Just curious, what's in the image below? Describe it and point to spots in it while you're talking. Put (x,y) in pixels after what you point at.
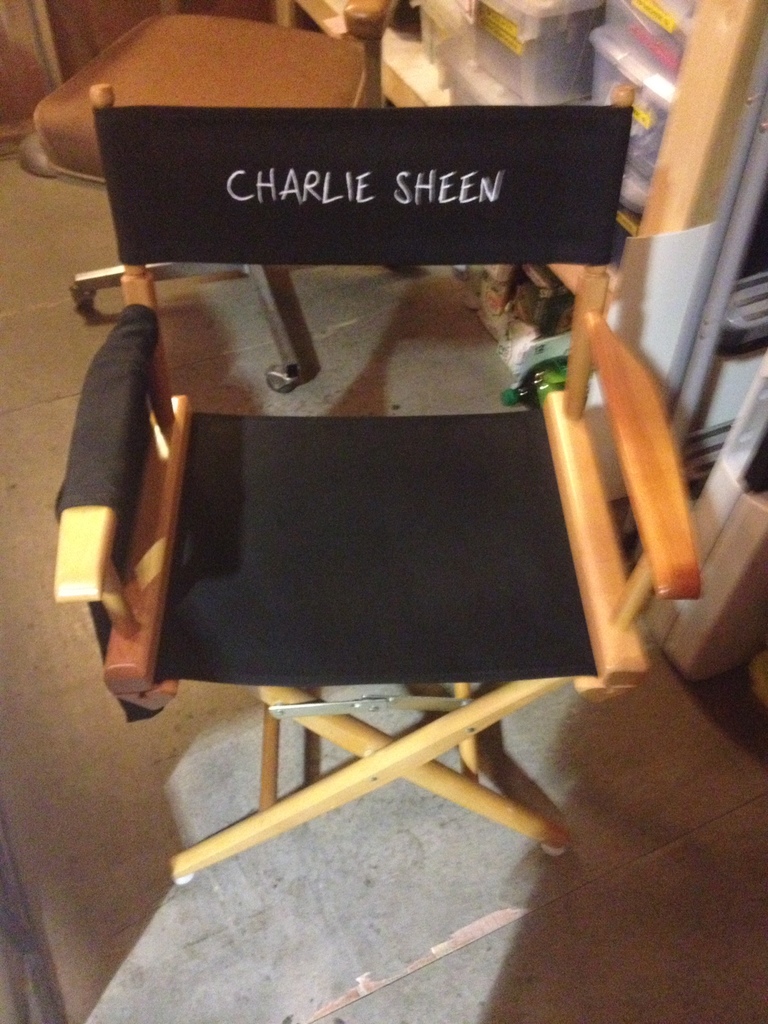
In this image, this looks like a chair (402,455) with a name (318,198) on it. I think this is the stool (246,74) with the wheels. These are the boxes (503,45), which are placed in the rack (697,73). This is the floor (277,943).
